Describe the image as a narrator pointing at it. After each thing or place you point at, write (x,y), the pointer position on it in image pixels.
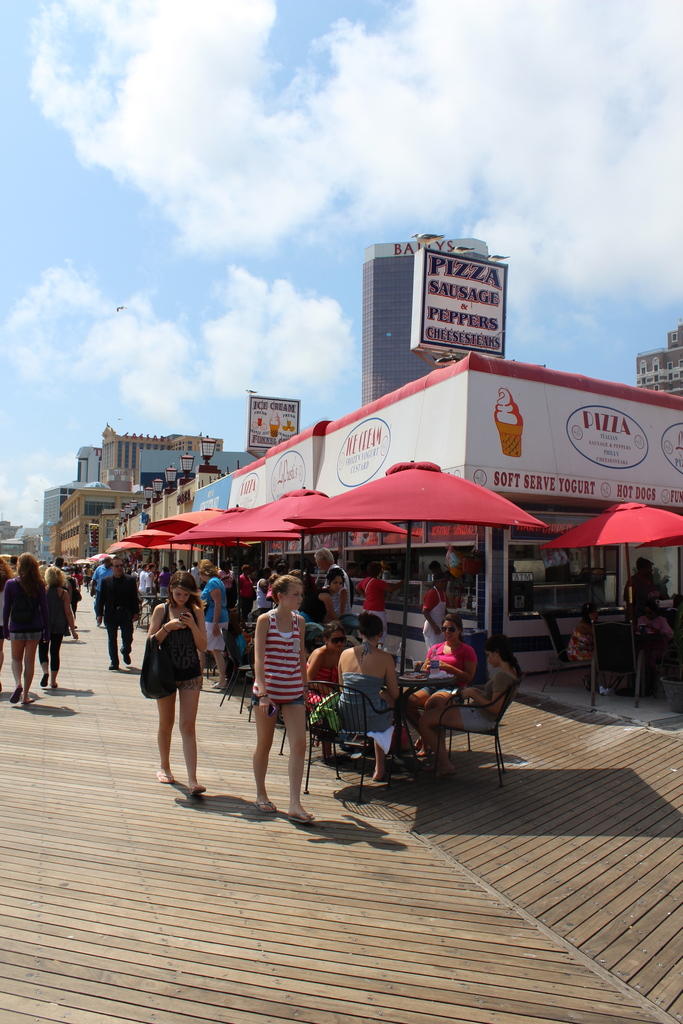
In this picture there are buildings (431,416) and stalls (538,575) in the center of the image (259,486) and there are people (261,580) on the left side of the image (124,614), it seems to be the road side view.
